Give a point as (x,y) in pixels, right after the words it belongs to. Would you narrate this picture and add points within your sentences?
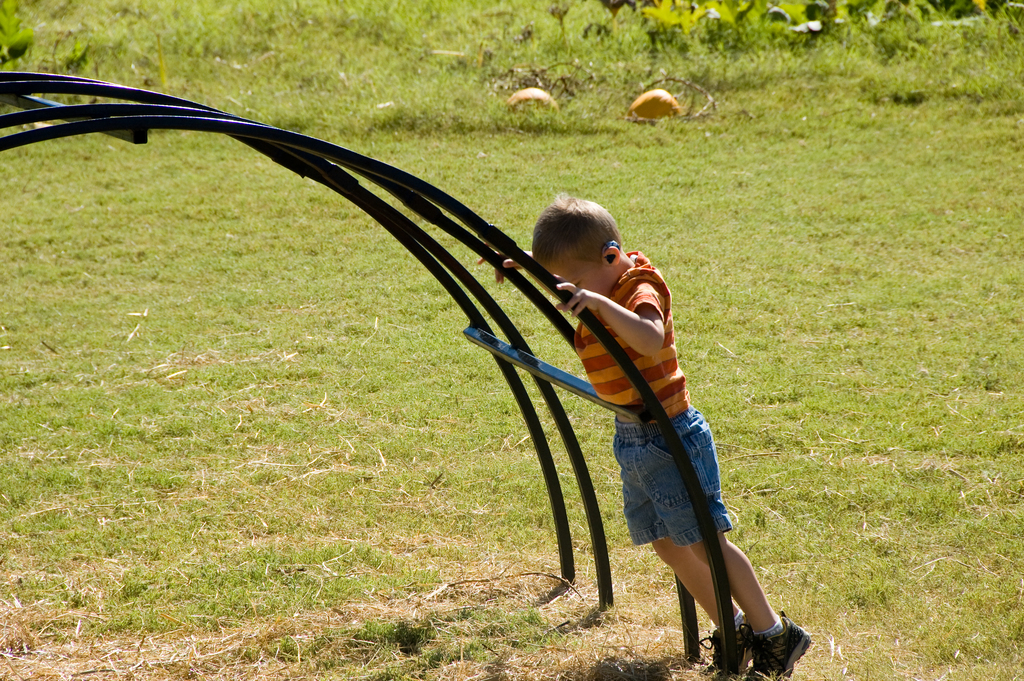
In this picture we can see a boy (659,486) is standing on the grass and on the left side of the boy (633,389) there are iron rods (711,533). Behind the boy (641,344) there are plants (527,80) and the grass (748,176).
